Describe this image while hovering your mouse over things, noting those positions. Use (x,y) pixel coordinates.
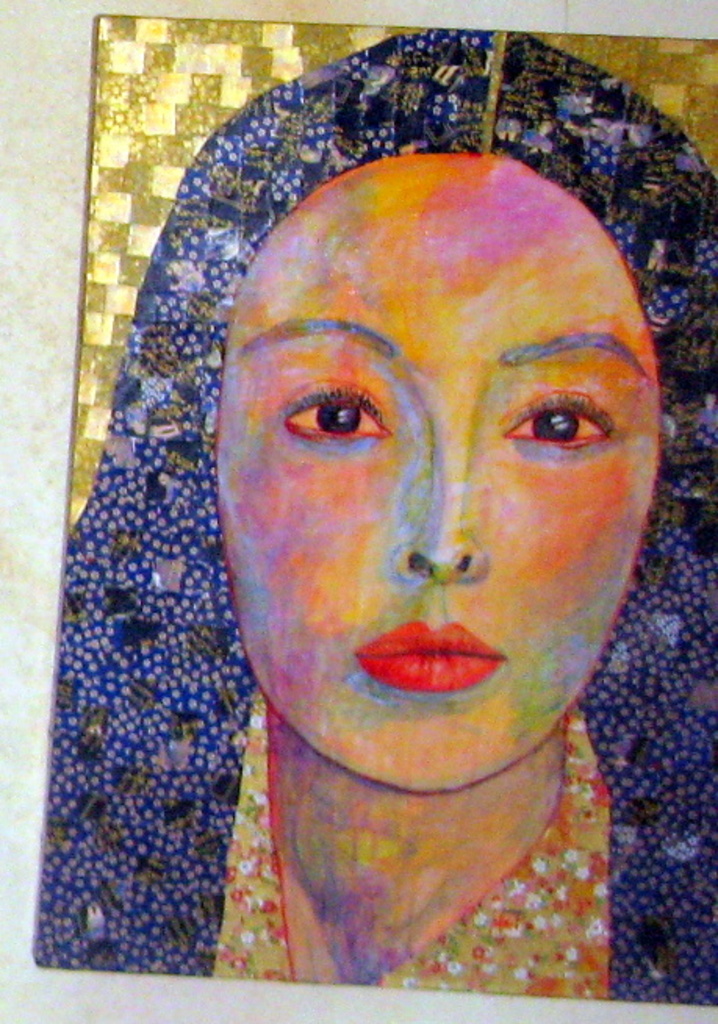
In this picture we can see a painting (575,470).
